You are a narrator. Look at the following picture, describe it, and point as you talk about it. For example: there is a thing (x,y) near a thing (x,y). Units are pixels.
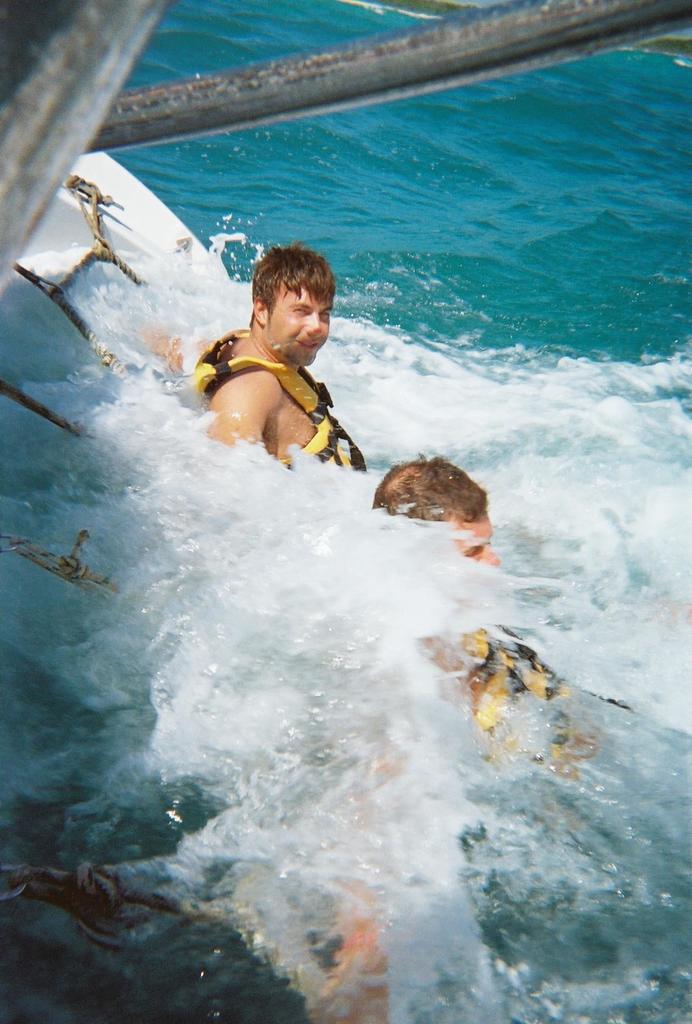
In this image, I can see two persons (312,437) in the water (354,596). On the left side of the image (80,544), I can see a rope net (47,560). At the top of the image (77,126), these are looking like the iron rods (297,90).
